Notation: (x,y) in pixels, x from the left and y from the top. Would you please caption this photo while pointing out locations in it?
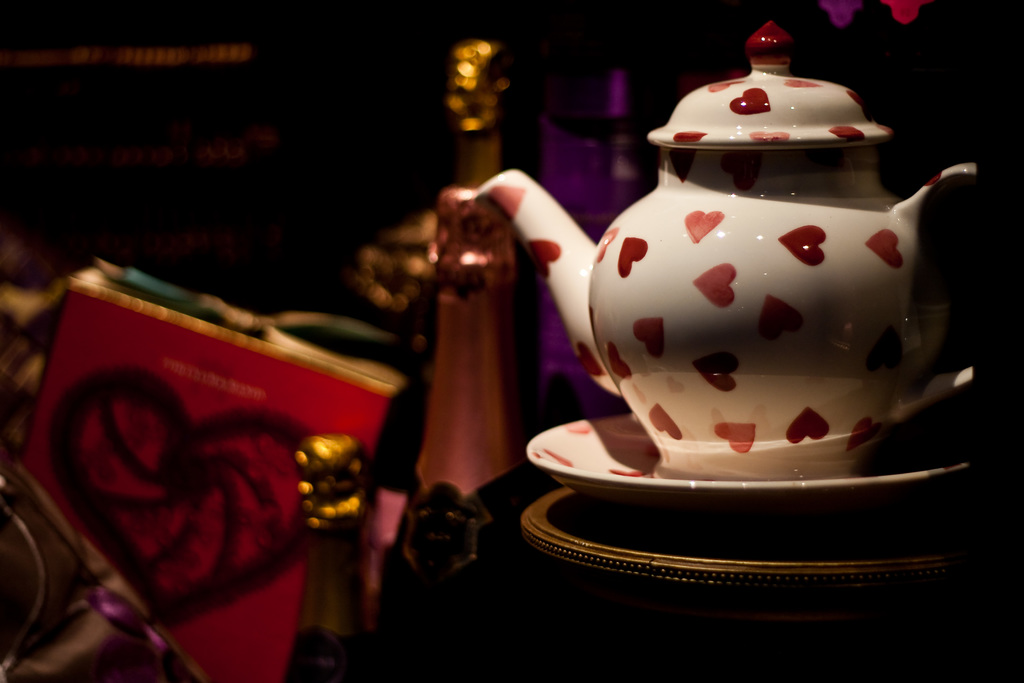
In this image we can see a teapot (737,460) on a saucer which is placed on a surface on the right side of the image (856,131). We can see some bottles (373,274) and other objects (168,363) on the left side of the image (147,638).
